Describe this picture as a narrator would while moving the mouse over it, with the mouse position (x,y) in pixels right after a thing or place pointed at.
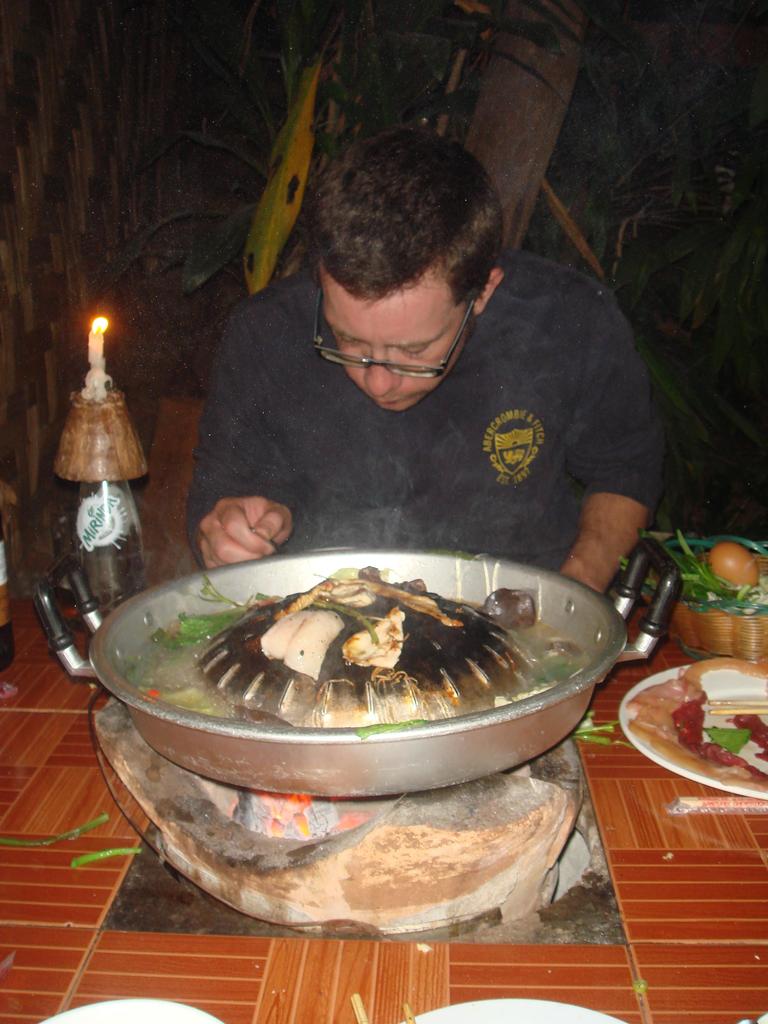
The man (439,414) in the middle of the picture (418,406) wearing blue shirt (444,407) is looking into the bowl (370,723) containing food (369,732) and I think he is cooking food (568,652). Beside him, we see a table (679,850) on which a plate (756,747) containing food (717,670) and a basket (701,626) containing vegetables (690,563) are placed. Beside him, we see a candle (99,386). In the background (626,195), it is dark.
